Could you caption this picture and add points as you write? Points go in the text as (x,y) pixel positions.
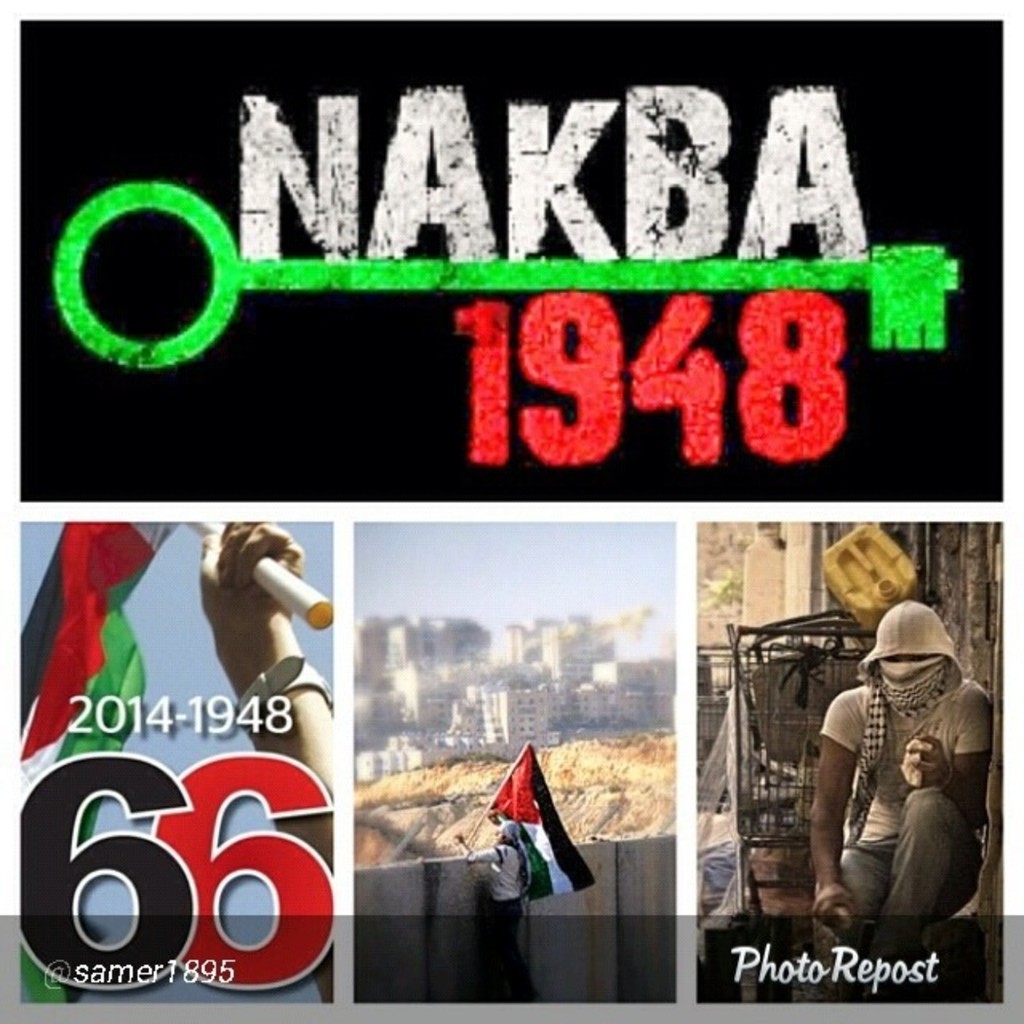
In this image we can see the collage picture of the advertisements (577,590).
